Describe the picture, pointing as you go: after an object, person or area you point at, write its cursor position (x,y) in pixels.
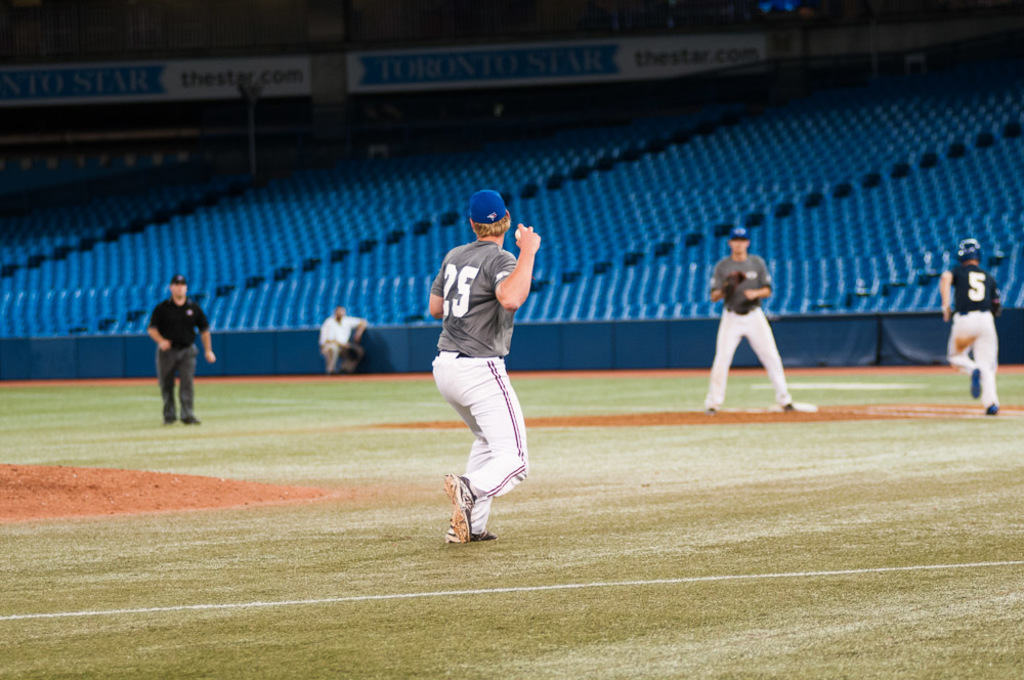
In this picture I can see the ground (96,407) on which there is grass (249,517) and mud (843,421) and I see few people (971,333) who are standing. In the background (233,181) I see the chairs (716,202) and boards (438,87) on which there is something written and I see a person (328,337) who is in the center of this picture (343,331).
